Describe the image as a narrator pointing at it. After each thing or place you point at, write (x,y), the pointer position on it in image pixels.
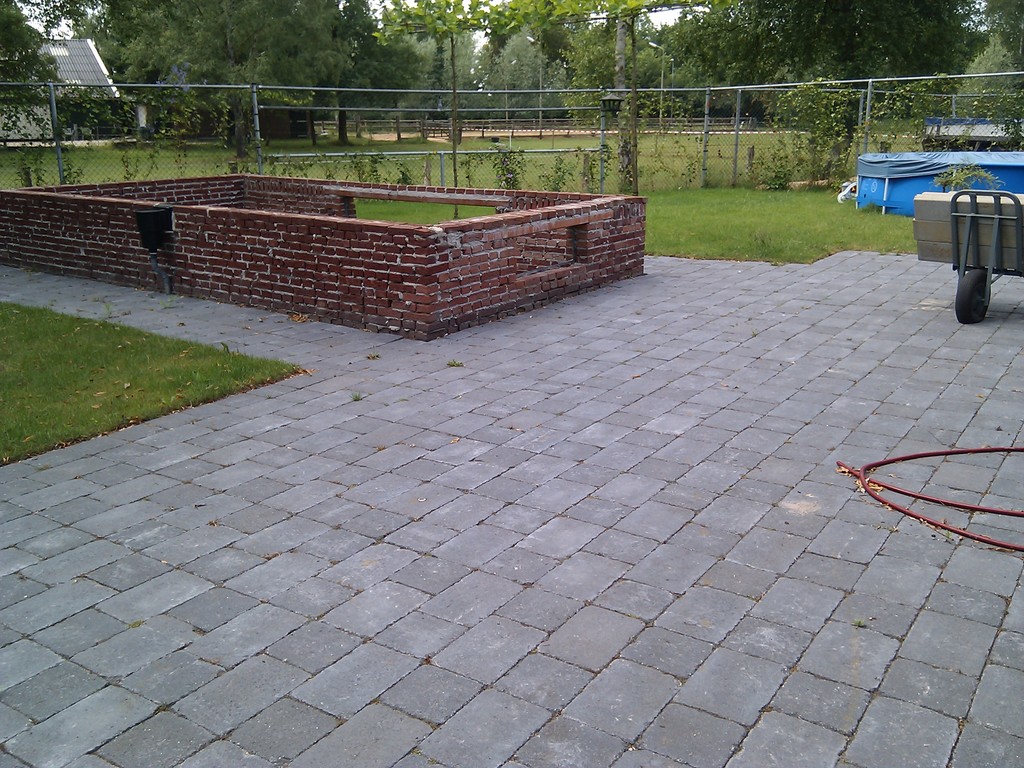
In this picture there is a box (936,214) on the trolley (1011,273) and there is an object (931,172). In the foreground (158,189) there is a wall (575,295) and there is a fence (685,165). At the back (3,66) there is a house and there are trees (615,77), plants (18,118). At the top (607,13) there is sky (594,14). At the bottom (570,653) there is a pavement (617,348) and there is grass (655,215) and there is a pipe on the pavement (684,586).
